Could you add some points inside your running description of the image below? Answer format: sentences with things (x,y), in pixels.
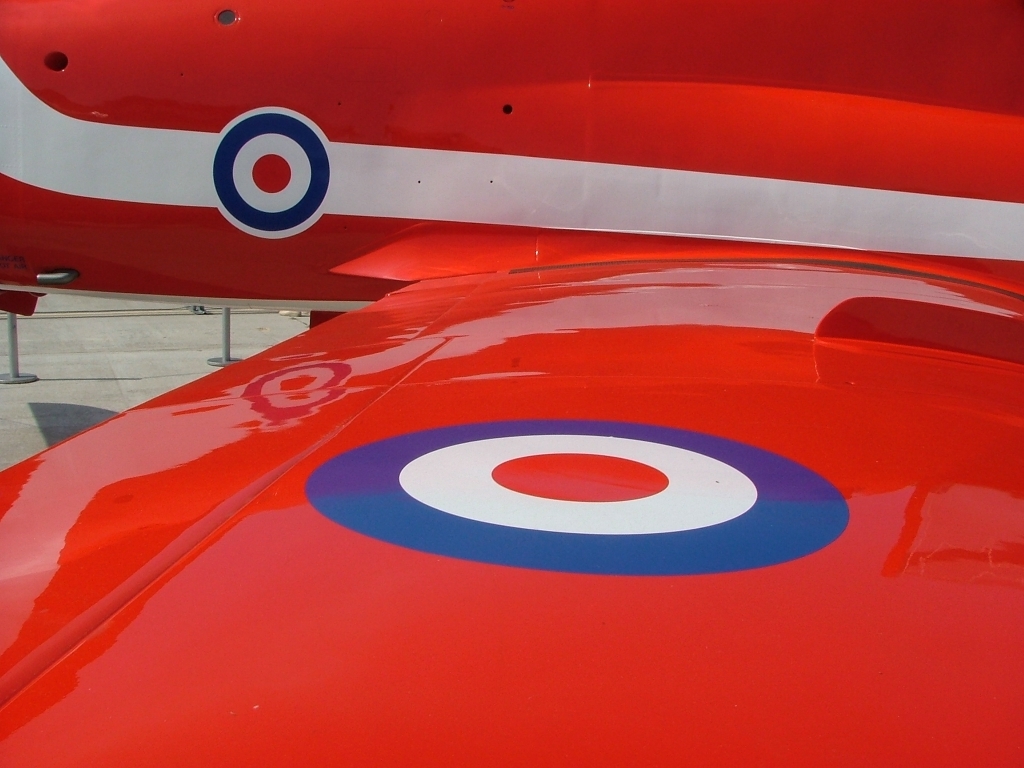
In the middle of the image (577,380) there is an airplane (615,564). It is red in color. On the left side of the image (46,410) there is a floor (81,381).
